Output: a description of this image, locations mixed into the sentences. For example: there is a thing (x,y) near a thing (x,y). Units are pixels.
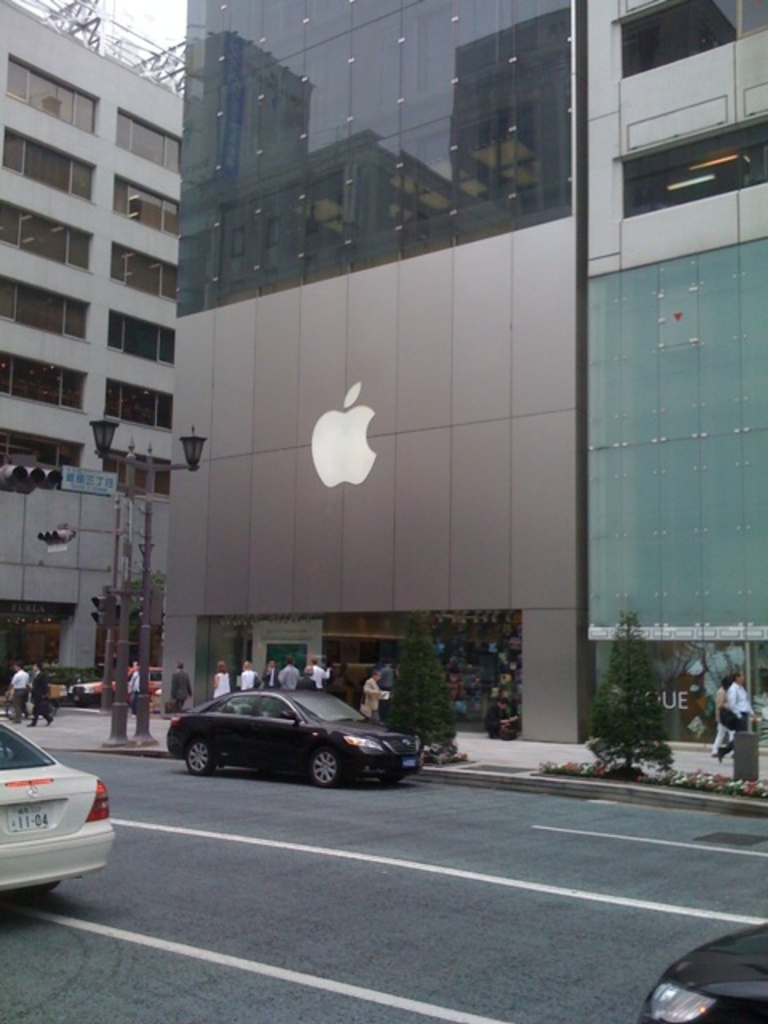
There is an apple organization (422,417), many people (319,680) were walking around the organization (465,636) and there is a tree (628,725) on the footpath (502,746). In front of the tree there are few vehicles (34,787) moving on the road (315,789), on the left side (106,685) there is traffic signal pole (114,534) and also a street light (100,430).
